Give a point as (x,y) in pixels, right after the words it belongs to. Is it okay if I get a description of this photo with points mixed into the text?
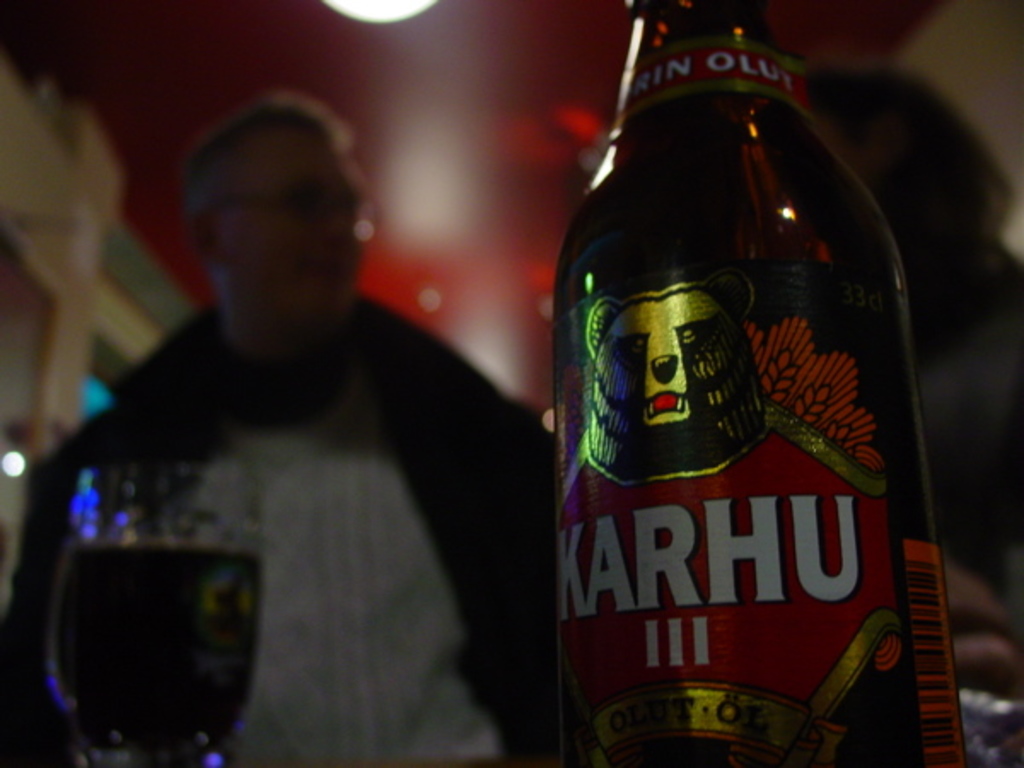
This is an image clicked in the dark. On the right side (711,516), I can see a bottle (715,698). On the left side (173,626) there is a wine glass (154,628). In the background (194,369), I can see two persons (281,313). On the top of the image (386,5) I can see the lights (383,17).
